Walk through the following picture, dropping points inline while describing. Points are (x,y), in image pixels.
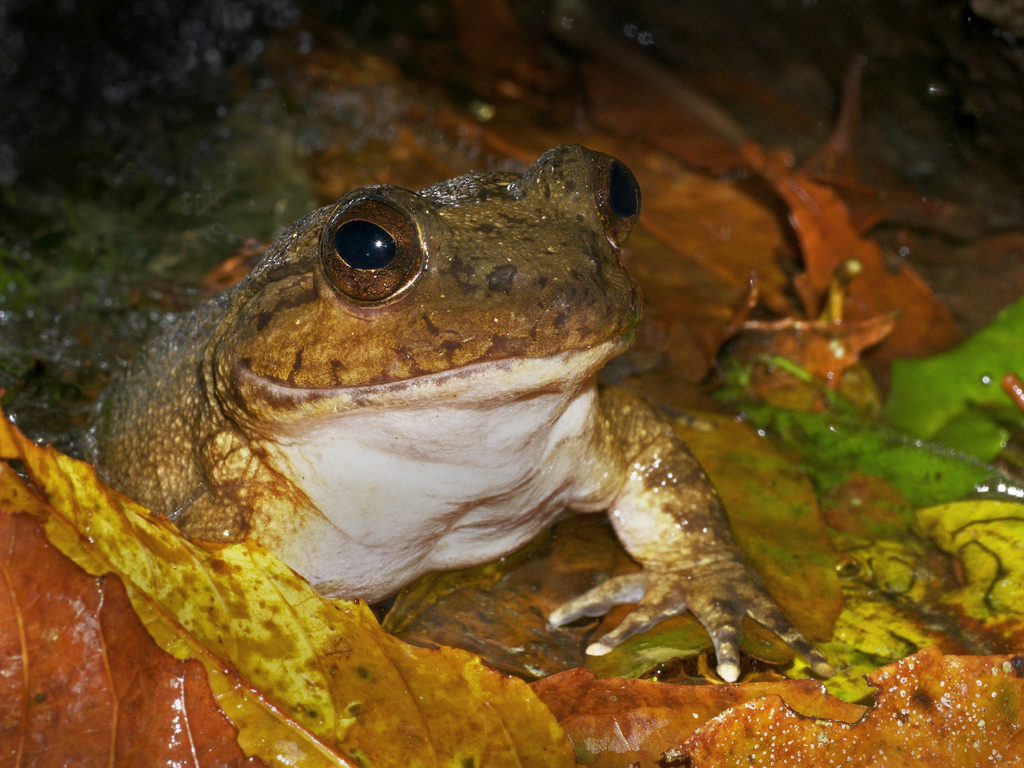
In the center of the image (561,352), we can see a frog (316,273) on the leaves (152,583).
